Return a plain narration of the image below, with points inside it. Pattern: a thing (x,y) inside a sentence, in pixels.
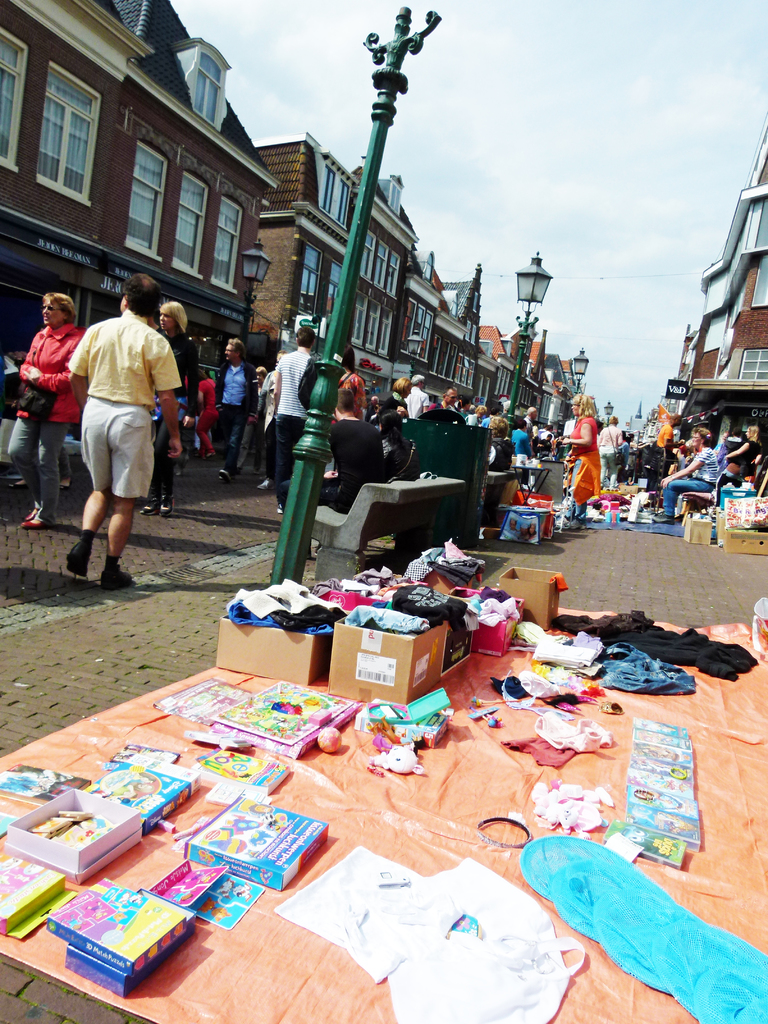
There are books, cartons (482,625) and other objects (498,597) on the floor (0,492). There are poles (581,364), benches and people (725,458) are present. There are buildings (376,256).
